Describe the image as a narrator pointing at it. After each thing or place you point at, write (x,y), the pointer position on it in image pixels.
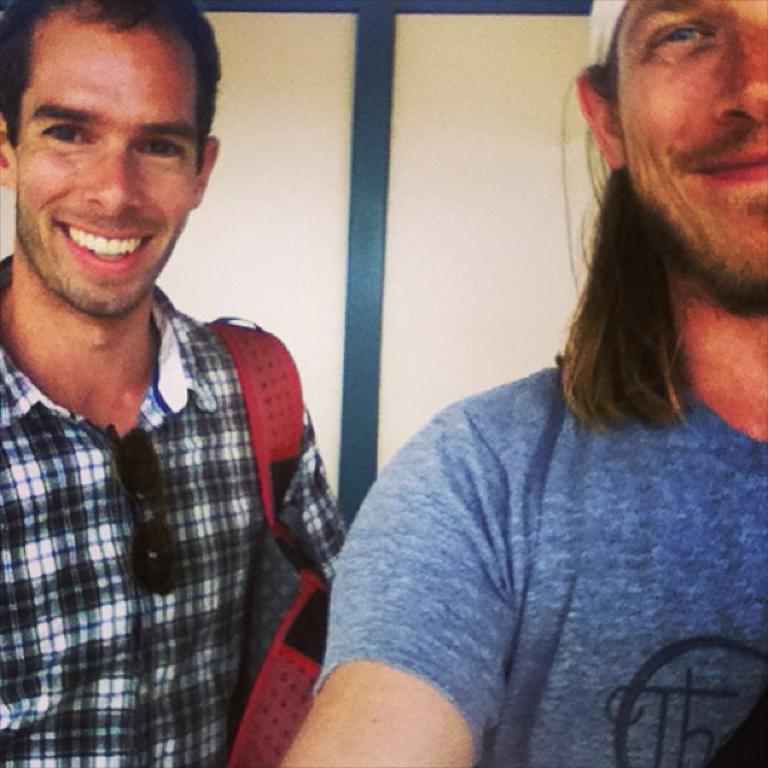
In this picture we can observe two men (615,317). Both of them are smiling. One of them is wearing a shirt (189,399) and the other is wearing a T shirt (500,541). In the background (416,180) there is a wall (390,194).
